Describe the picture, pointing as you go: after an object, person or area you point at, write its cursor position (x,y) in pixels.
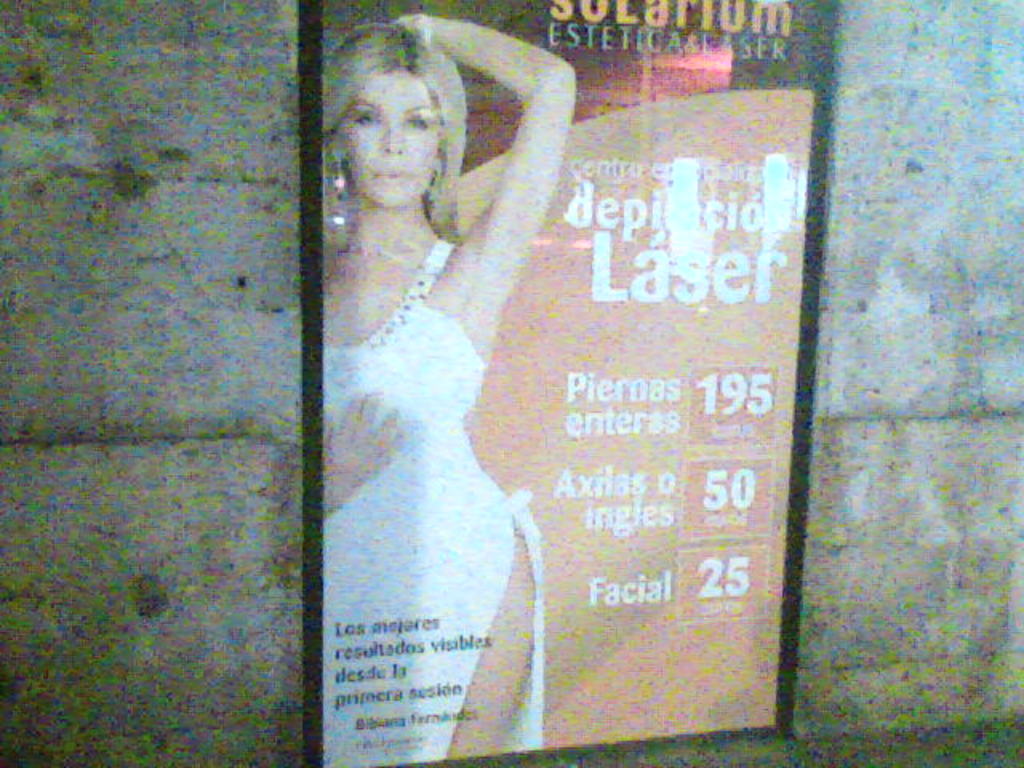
In this image I can see a board (458,216) or banner (465,153) in the center of the image (673,465) with a photograph (469,227) of a woman (422,61) standing with some text (714,199). I can see a wall (113,162) as the background (15,148) which is blurred.
